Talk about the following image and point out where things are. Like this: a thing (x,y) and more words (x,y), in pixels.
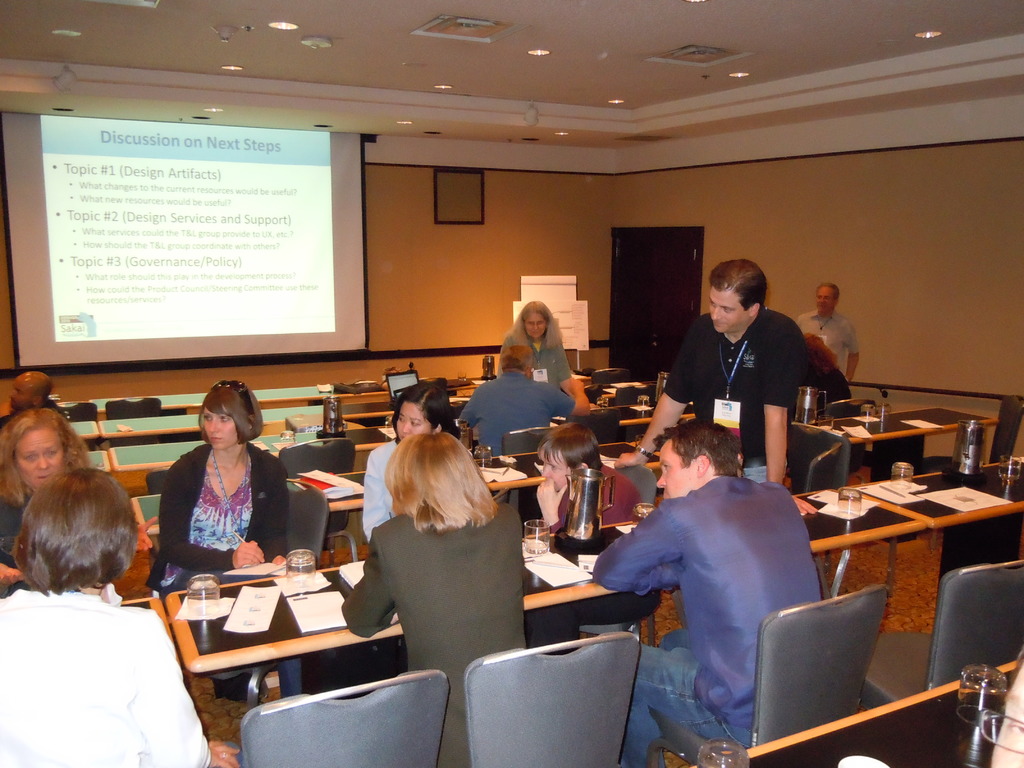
This is a picture in a seminar hall (662,632). There are group of people (412,556) sitting on a chairs (523,729) in front of them there is a table (270,641) on the table (255,642) there is a glass (206,593) and the paper (293,602) and laptops (398,387) also. Background of them there is a projector screen (164,245) and a wall (428,268). On top of them there is a roof (586,23) with lights (741,75).
